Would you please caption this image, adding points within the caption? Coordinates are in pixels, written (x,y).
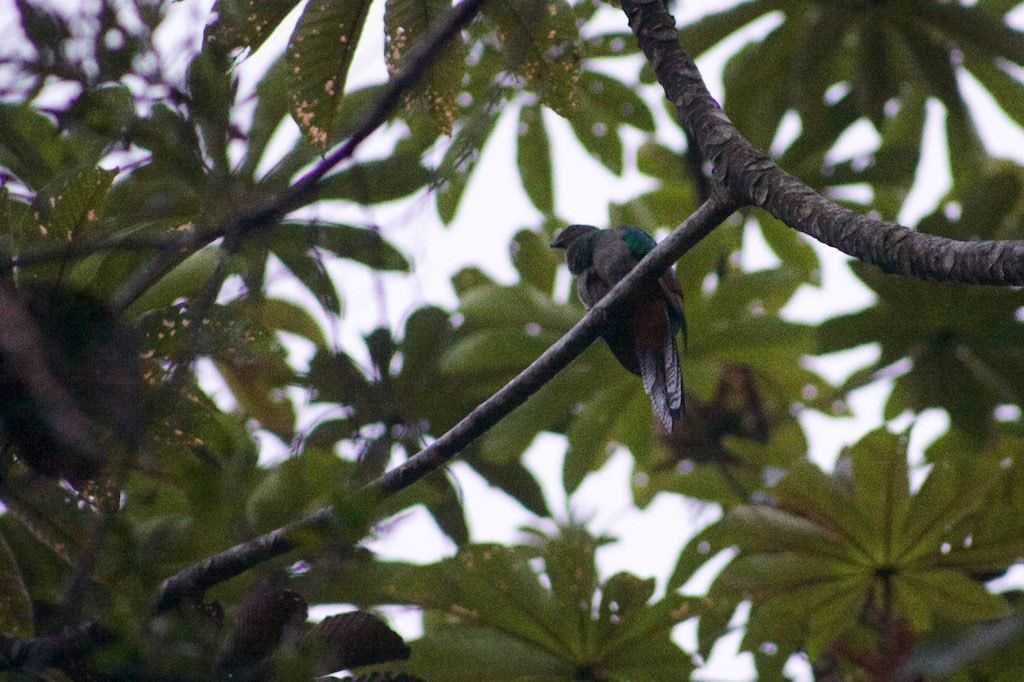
In this image there is a bird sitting on the branch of a tree (870,601).
